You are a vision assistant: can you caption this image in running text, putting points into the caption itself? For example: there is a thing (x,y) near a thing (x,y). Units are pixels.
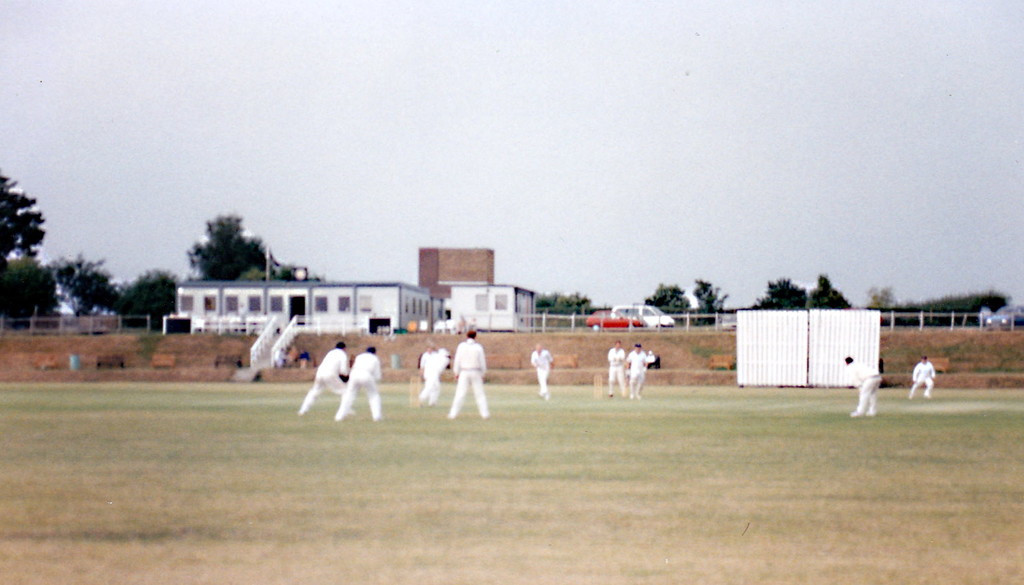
In this image there are a few people (541,391) playing cricket in the ground (210,389), there are few people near the steps (272,351), a fence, houses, vehicles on the road (685,327), trees (21,291) and the sky (458,162).
